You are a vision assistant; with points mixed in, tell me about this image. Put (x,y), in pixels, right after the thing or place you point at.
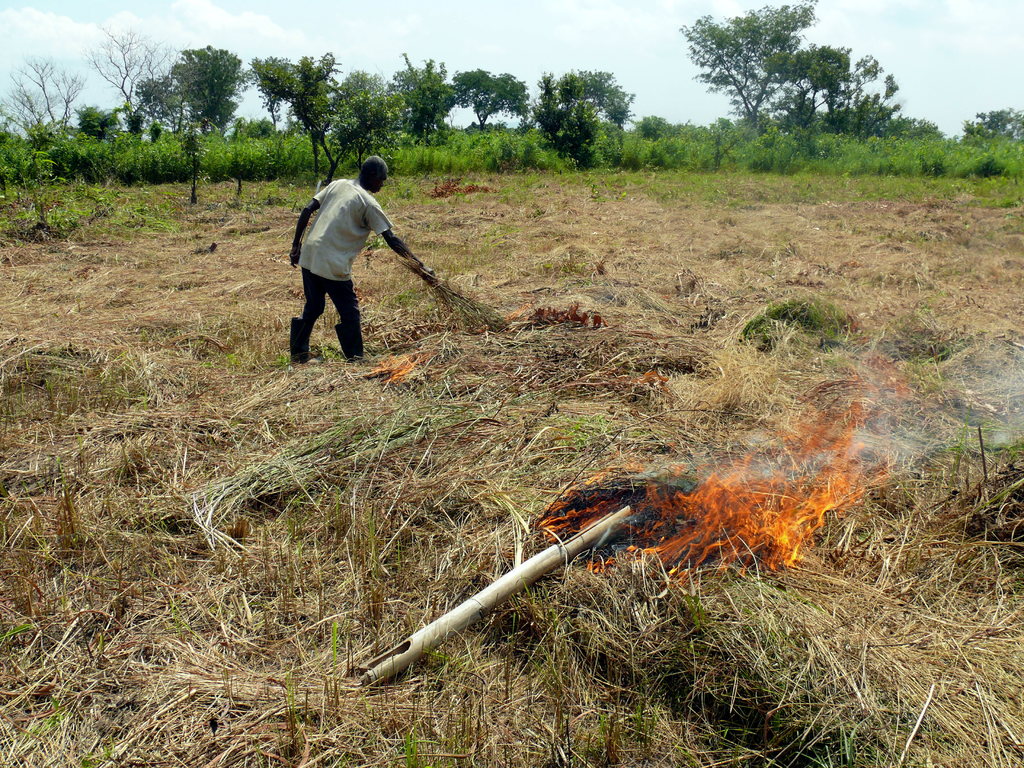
In the foreground of the image (506,567) we can see grass (780,649) which is lighting. In the middle of the image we can see a person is bending and holding some grass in his hand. On the top of the image (630,144) we can see the sky (451,69) and trees (309,96).
